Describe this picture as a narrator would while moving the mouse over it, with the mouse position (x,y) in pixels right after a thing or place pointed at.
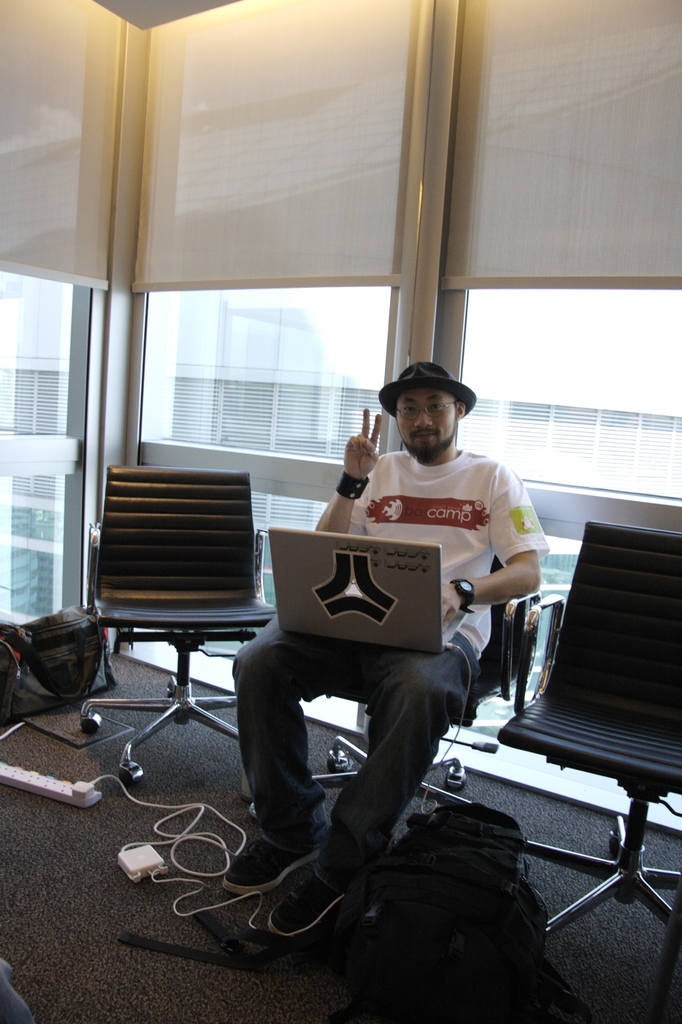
There is one person (385,652) sitting on the chair (451,719) and holding a laptop (348,605). There are two chairs (222,597) present as we can see in the middle of this image (255,610). There is an extension power cable (175,810) on the floor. There are two bags (417,931) kept on the floor (318,961) as we can see at the bottom of this image (446,881).
